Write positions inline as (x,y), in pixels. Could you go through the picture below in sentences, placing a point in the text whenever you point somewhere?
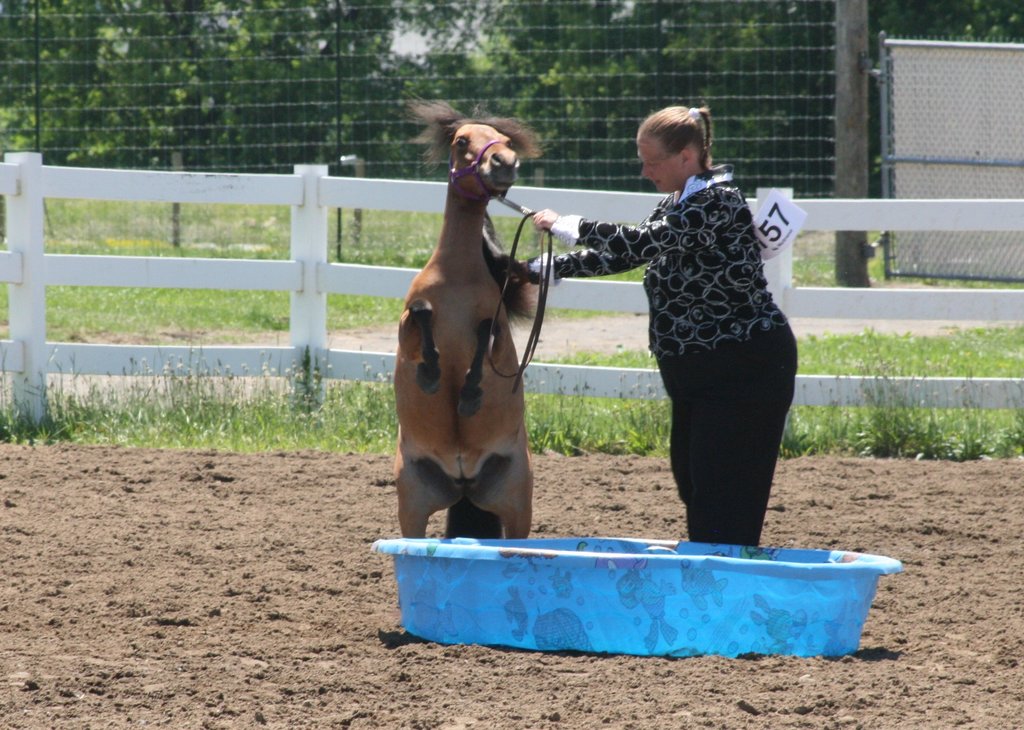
There is a blue color tub (604,597) on the land (582,669). There is one woman (680,304) and a horse (465,360) in the middle of this image (464,394), and there is a fence (337,192), trees (545,134) and a gate (886,153) in the background (569,78).
